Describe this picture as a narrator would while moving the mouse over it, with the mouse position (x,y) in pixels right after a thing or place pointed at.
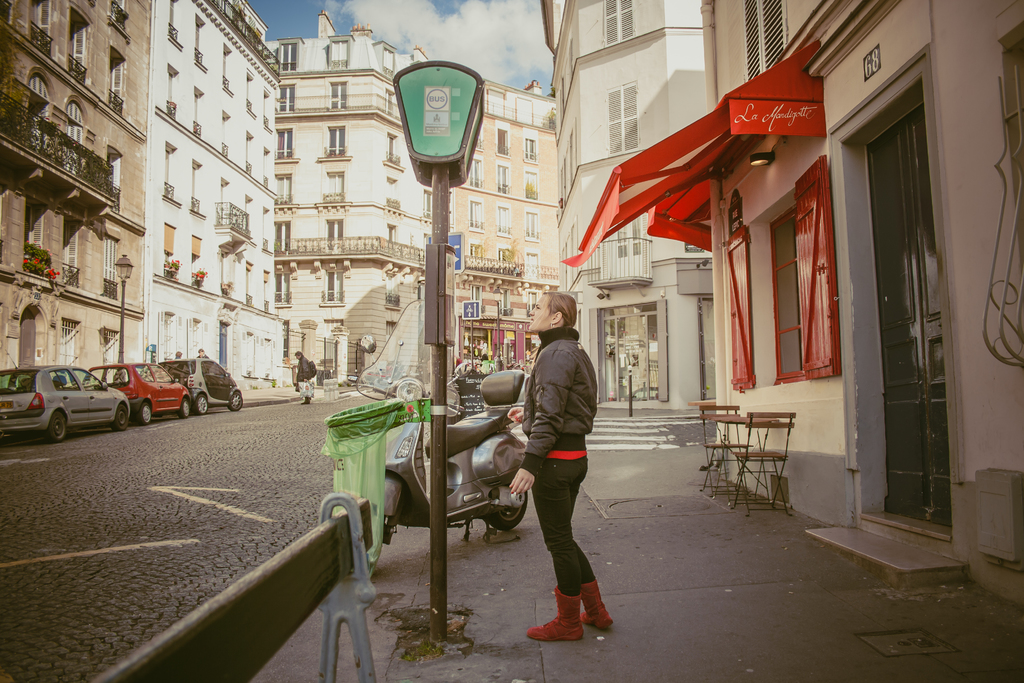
This image consists of a person (563,360) wearing a jacket (575,371) is standing on the pavement (479,567). Beside the person (596,621) there is pole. On the right (846,355), there is a building (827,288) along with window (785,237) and a door (885,194). In the background (385,217), there are many buildings (471,251). On the left (246,439), there is a road (298,405) on which cars (156,405) are parked. At the top (444,8), there are clouds (533,9) in the sky (478,2).
